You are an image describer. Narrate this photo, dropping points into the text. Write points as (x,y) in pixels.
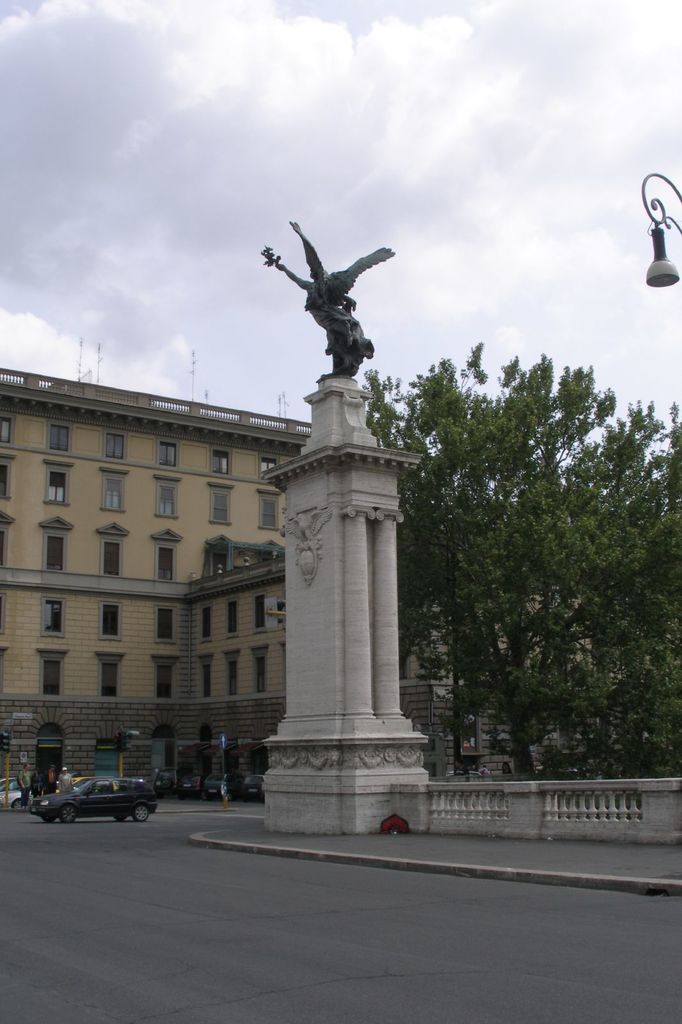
In this picture, we can see a sculpture (340,329) on the stone (359,694) placed side to the road (167,945) and also a vehicle (125,810) moving on the road (88,823). In the background (151,572), there are trees (557,511), building (157,600), street light (649,208), the sky (432,117) and the clouds (375,129).
